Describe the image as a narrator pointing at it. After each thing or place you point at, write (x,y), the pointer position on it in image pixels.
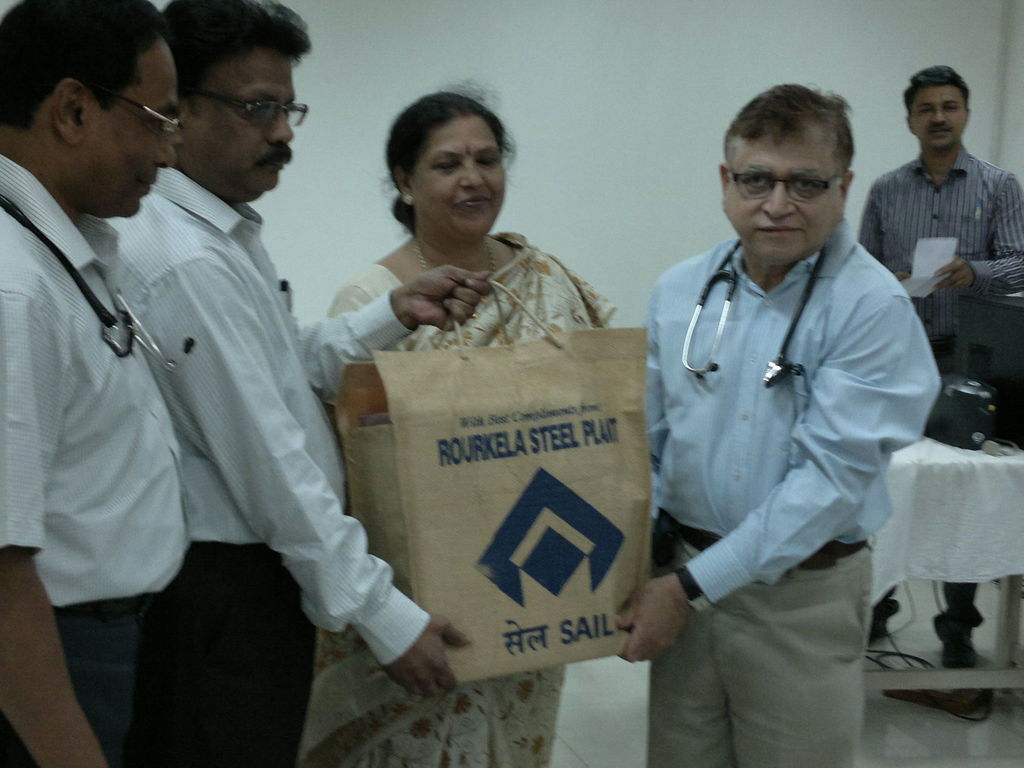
In the image we can see there are four men (813,305) and a woman (538,260) standing and they are wearing clothes (936,394), this is a stethoscope (116,330) and a paper bag (469,441). There is even a table (916,502), on the table (951,471) there are objects (931,425), this is a floor (583,728) and a wall (632,87), and three of them are wearing spectacles (169,119).
